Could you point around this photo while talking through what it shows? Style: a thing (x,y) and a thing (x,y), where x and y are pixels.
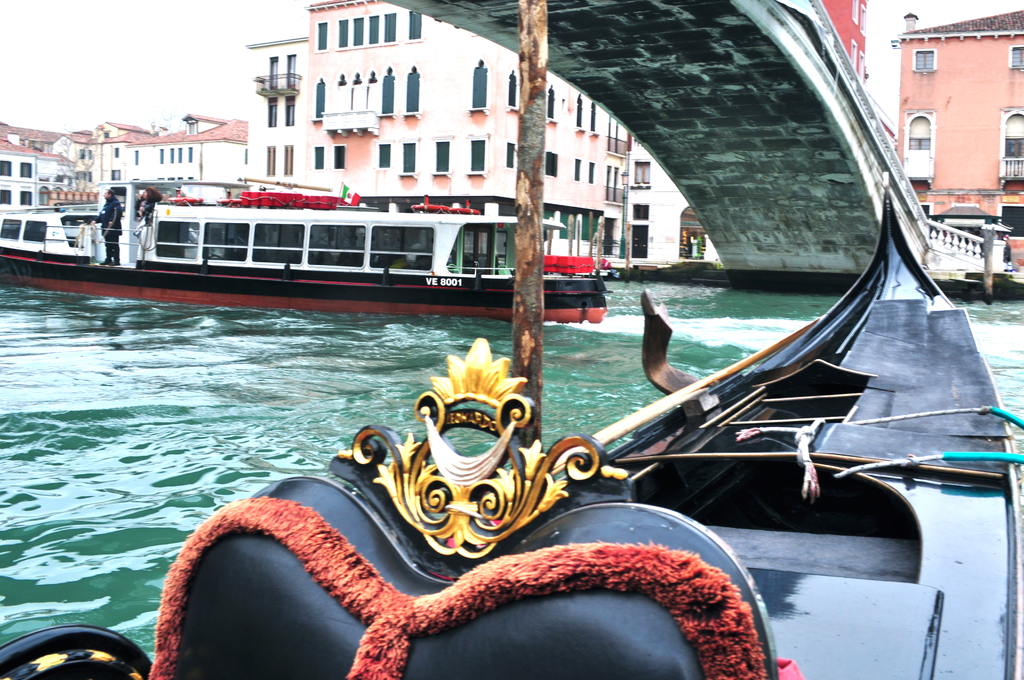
In this image, we can see boats (356,466) floating on the water (318,441). There are buildings (367,87) at the top of the image (199,147). There is a bridge (843,56) in the top right of the image (813,84).
